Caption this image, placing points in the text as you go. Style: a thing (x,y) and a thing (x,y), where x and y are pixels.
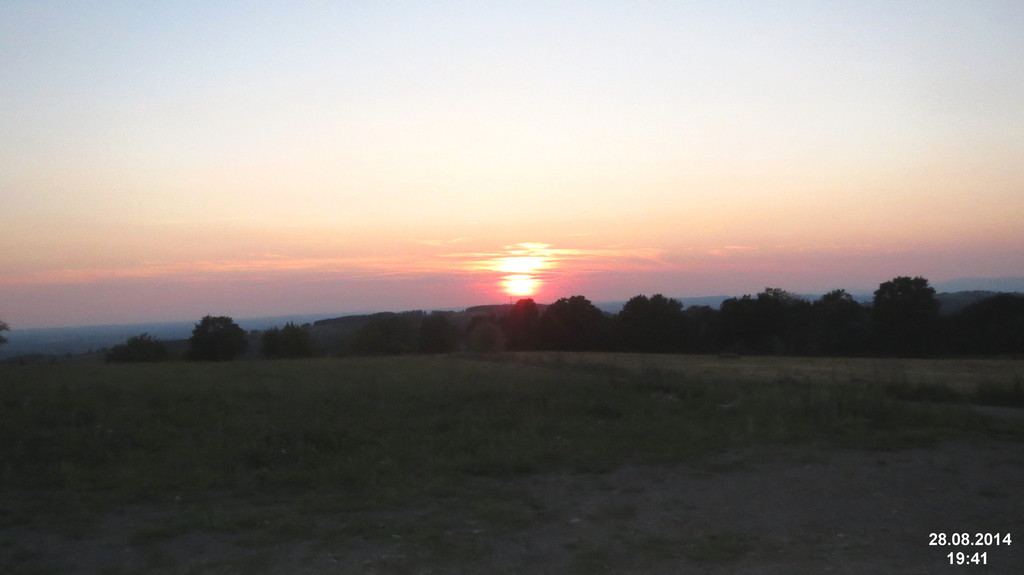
In this picture I can see trees (508,321). I can see green grass (481,516). I can see clouds (518,259) in the sky (450,129).
